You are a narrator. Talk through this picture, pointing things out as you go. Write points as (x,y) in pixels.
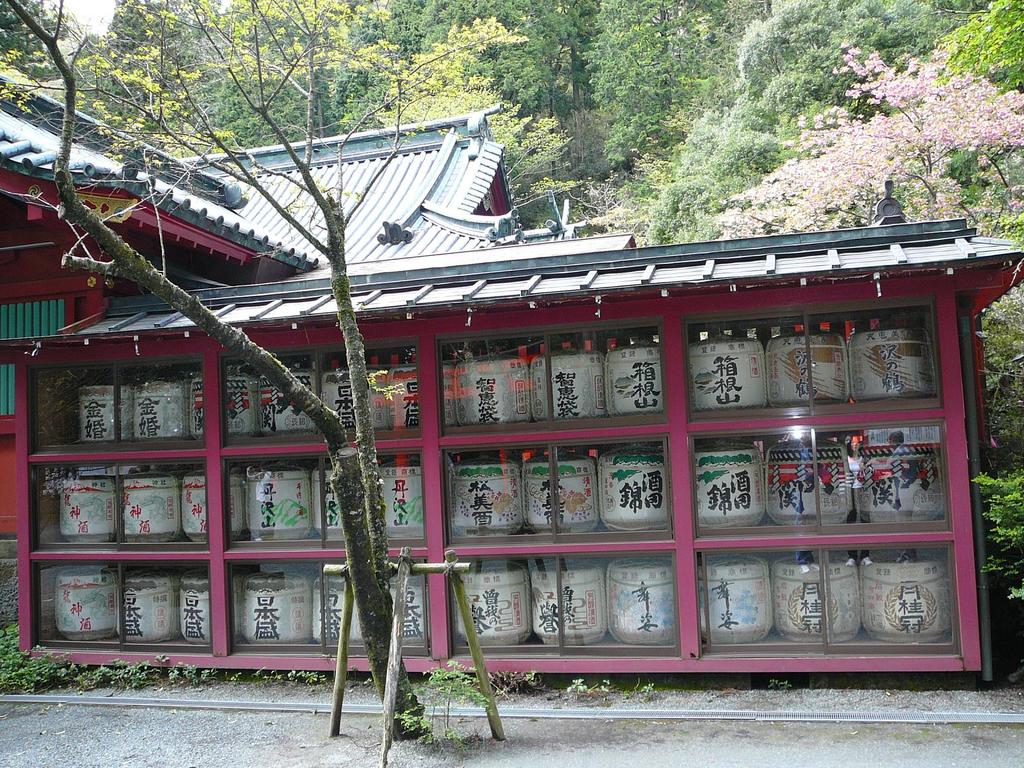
In this image, in the middle (355,344), we can see a tree (390,386) with few leaves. In the background (91,475), we can see a building (892,522), glass window (916,580). In the glass window (783,490), we can see some barrels (724,496) with some painting (518,601) on it. On the right side (1020,526), we can see some trees (1002,372) and plants (988,506). In the background (650,60), we can see some trees (554,94), plants (553,94), flowers (999,140). At the top (103,22), we can see a sky (104,10), at the bottom (428,724), we can see wood sticks (453,563), plants (232,678) and a road (73,721).
